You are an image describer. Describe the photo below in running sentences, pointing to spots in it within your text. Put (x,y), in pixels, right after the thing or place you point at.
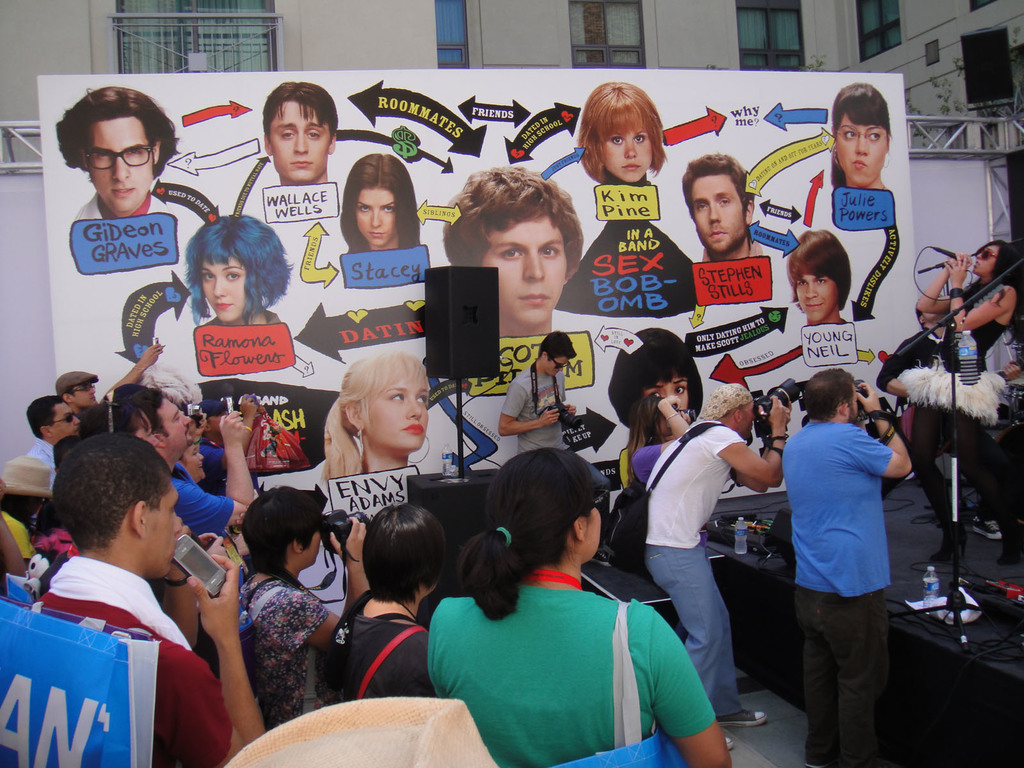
In this image, we can see a group of people (440,638). Few people (211,511) are holding cameras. In the bottom left corner (179,687), there is a person (165,633) holding a mobile (205,578). On the right side of the image (962,420), we can see bottles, few objects (1007,586) and woman (970,295) holding a microphone (950,256) with wire (918,296) are on the stage (968,517). In the background (887,67), we can see the speakers (1023,171), banner (633,287), rods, building (316,51), wall (340,64), glass windows (229,52) and few objects (459,509). Through the glasses (617,27) we can see the curtains (631,41).
